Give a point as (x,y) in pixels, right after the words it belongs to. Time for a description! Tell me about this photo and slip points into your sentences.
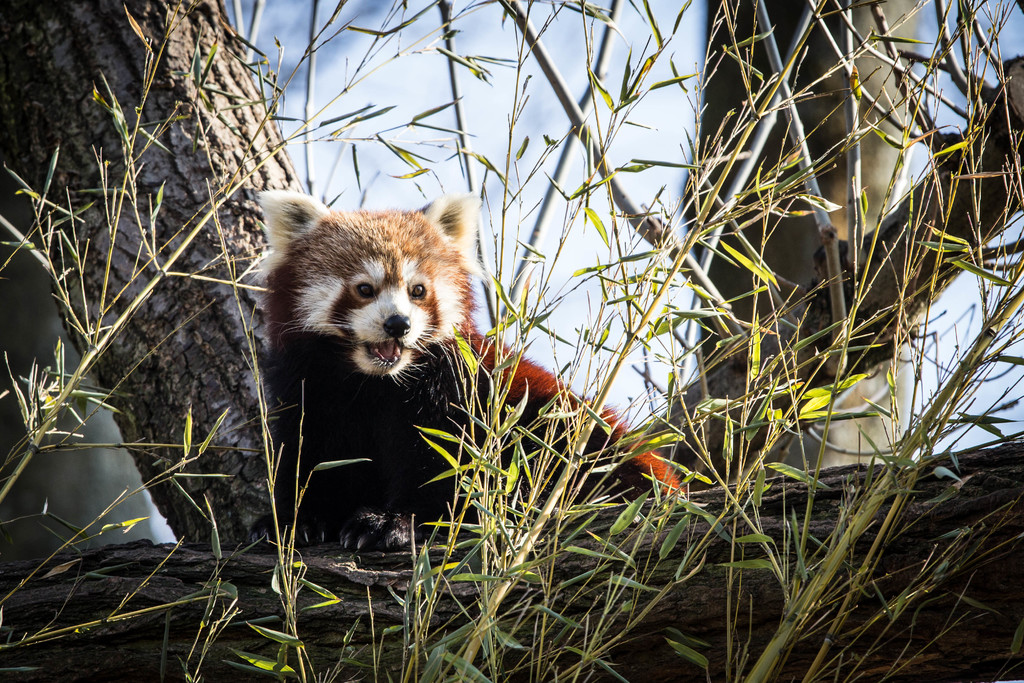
In this image there is an animal (414,341) on the wooden branch (652,497) of a tree (695,605), in the foreground of the image (590,562) there is grass (677,584).
